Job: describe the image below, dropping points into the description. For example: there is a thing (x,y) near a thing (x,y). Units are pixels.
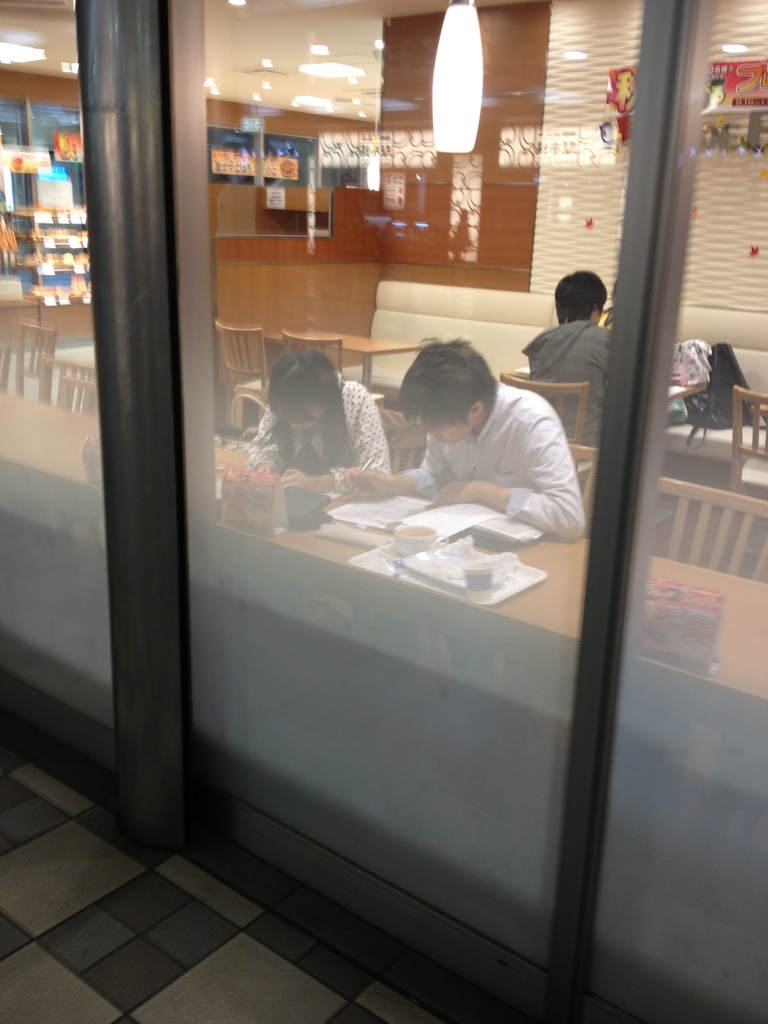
In this image we can see persons (311,412) sitting on the chairs (397,420) and desks (548,590) are placed in front of them. On the desks (560,596) we can see cartons (645,625), cutlery (523,573), books (439,528) and papers (346,515). In the background (612,108) we can see electric lights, advertisements (616,97), name boards (78,157) and walls (187,112).
